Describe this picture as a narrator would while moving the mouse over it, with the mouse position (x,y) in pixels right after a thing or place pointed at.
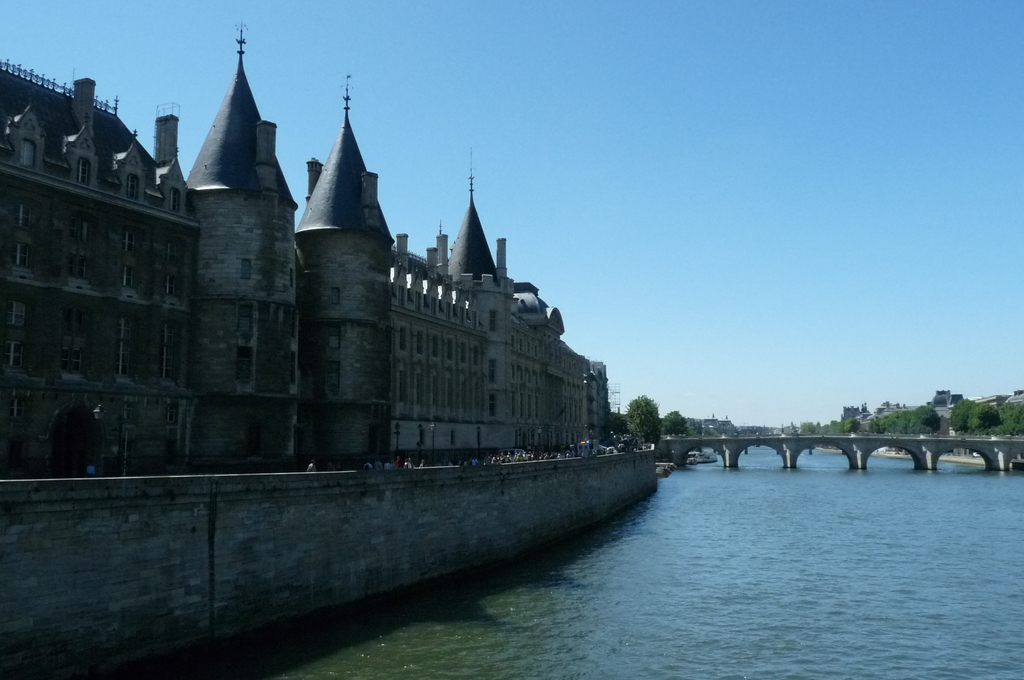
At the bottom of the image (786,584) there is water (722,587). Above the water (716,464) there is a bridge (773,448) with pillars (857,454) and arches (955,443). On the left side of the image (76,529) there is a wall (386,495). Behind the wall (412,495) there are few people (382,464). And also there is a building (201,334) with walls (346,315), windows (401,355), roofs (64,142) and pillars (383,350). In the background (662,414) there are trees (627,428) and also there is sky (549,136).
